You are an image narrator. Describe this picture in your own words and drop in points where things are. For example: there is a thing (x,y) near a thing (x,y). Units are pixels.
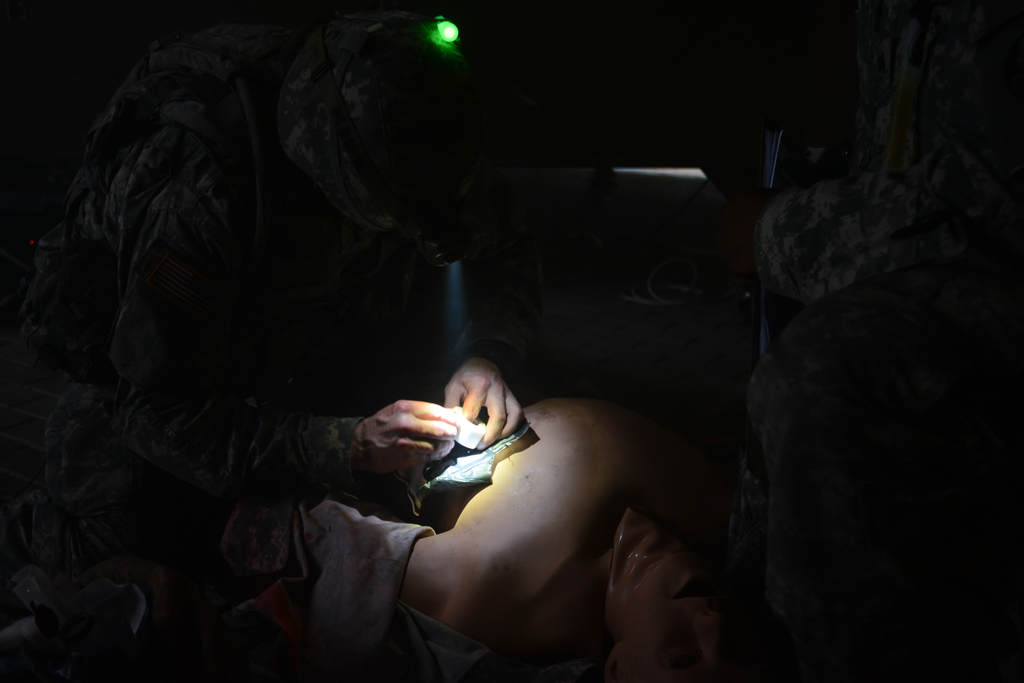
In this image, we can see a person (408,187) wearing uniform (205,266), a bag (94,245), a headlamp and holding some objects (459,442). In the background (681,197), there is a dark area (735,141) and some other objects (776,169).
